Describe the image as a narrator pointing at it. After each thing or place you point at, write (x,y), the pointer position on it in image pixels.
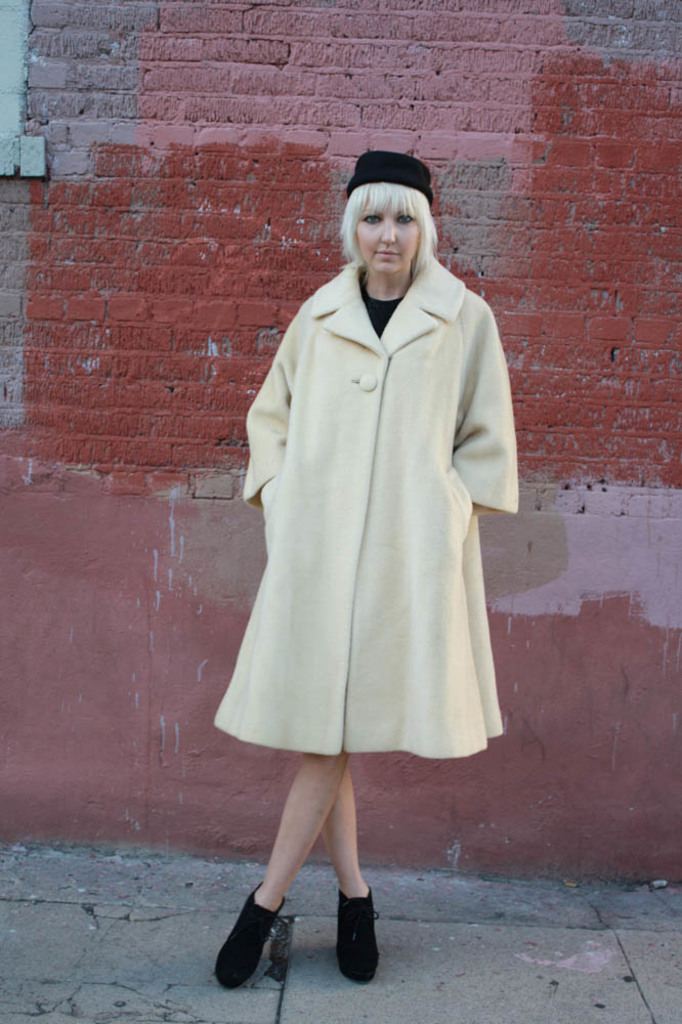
This image consists of a woman (340,855). She is standing. She is wearing a coat (354,525) and hat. The coat (219,722) is in cream color. There is a wall (168,379) behind her.
